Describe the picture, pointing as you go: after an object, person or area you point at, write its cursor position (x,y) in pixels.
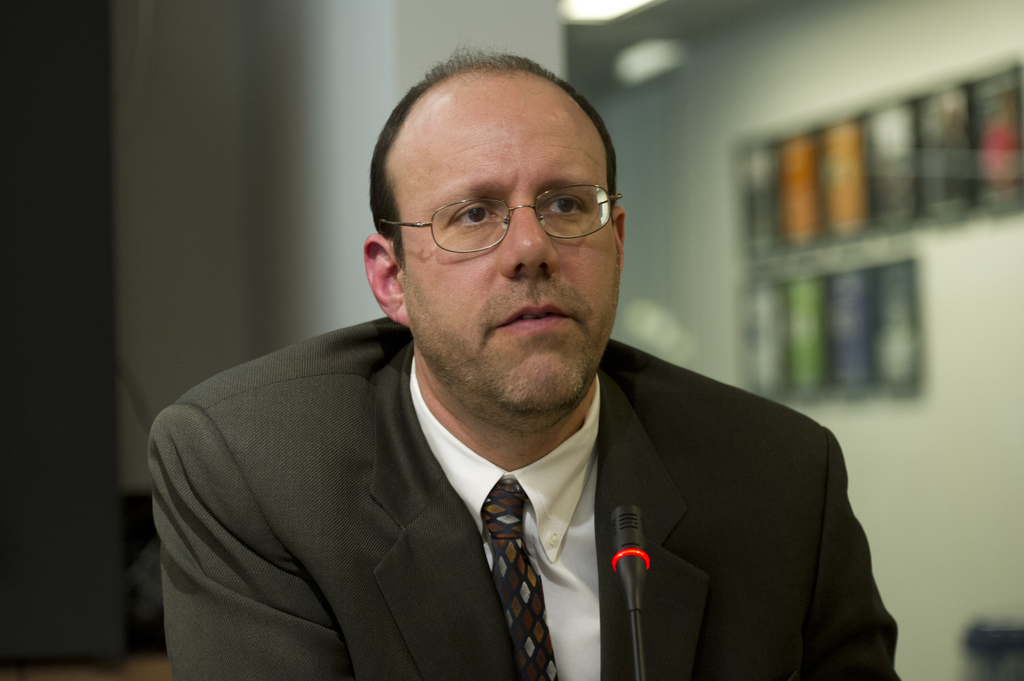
In this image in the middle (418,407) there is a man (373,443), he wears a suit (480,538), shirt (490,547), tie (518,564), in front of him there is a mic (634,593). In the background (860,281) there are photo frames (862,203), lights (643,8), wall (367,136).
